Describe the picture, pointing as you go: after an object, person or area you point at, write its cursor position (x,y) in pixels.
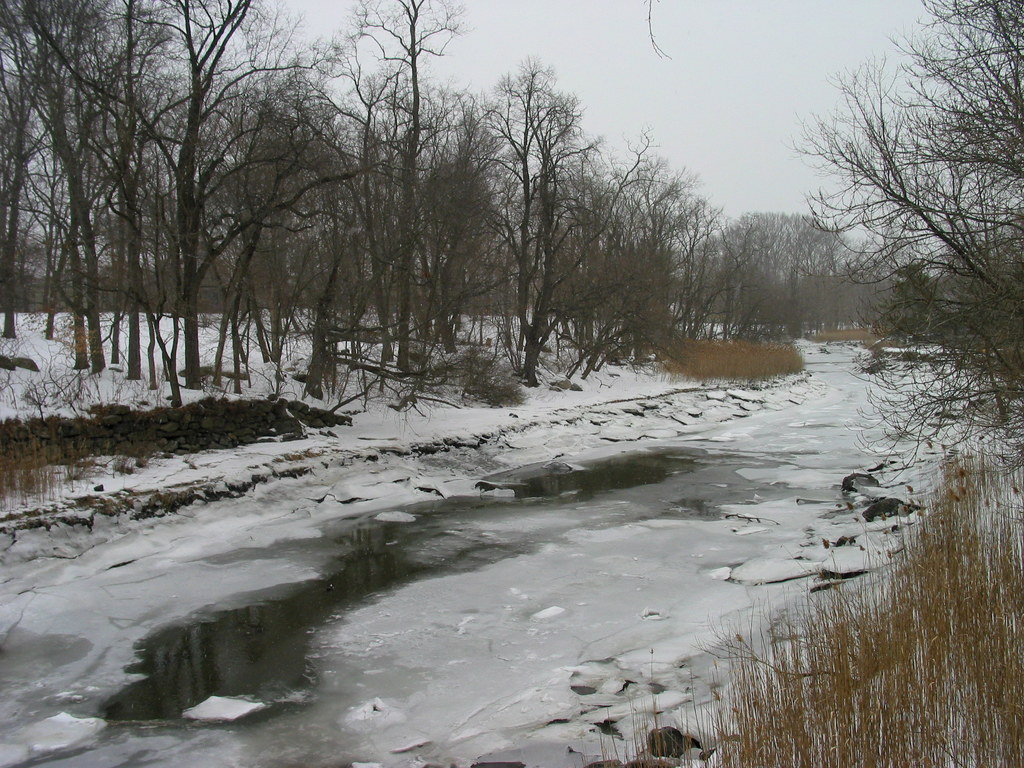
In this picture I can observe some water (458,548) in the middle of the picture (572,475). I can observe some grass (733,350) and trees (600,252) in this picture. In the background (650,78) there is sky (695,84).
